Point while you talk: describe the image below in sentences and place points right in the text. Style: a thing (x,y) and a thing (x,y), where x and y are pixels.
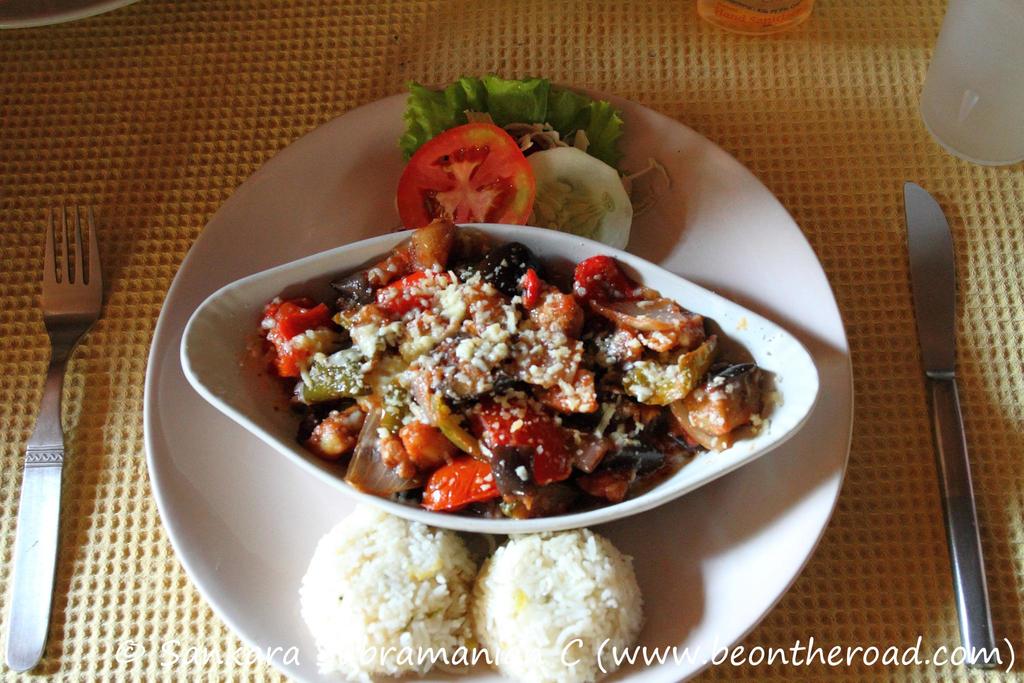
In the center of the image (619,253) there is a plate (342,204) in which there are food items (318,406). There is a fork spoon (96,252). There is a knife (920,208). At the bottom of the image (299,645) there is text (953,668).
